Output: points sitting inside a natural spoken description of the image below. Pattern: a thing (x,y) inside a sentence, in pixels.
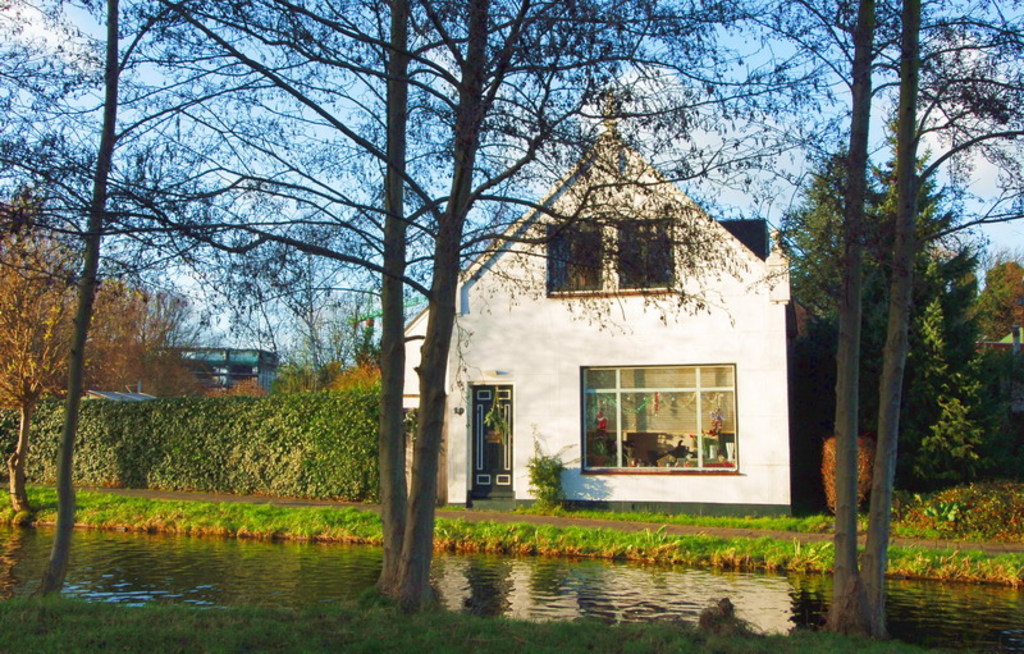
In this image we can see trees (847,582), water (690,577), a house (618,408), a building (271,353) and sky (425,251) in the background (871,140).
